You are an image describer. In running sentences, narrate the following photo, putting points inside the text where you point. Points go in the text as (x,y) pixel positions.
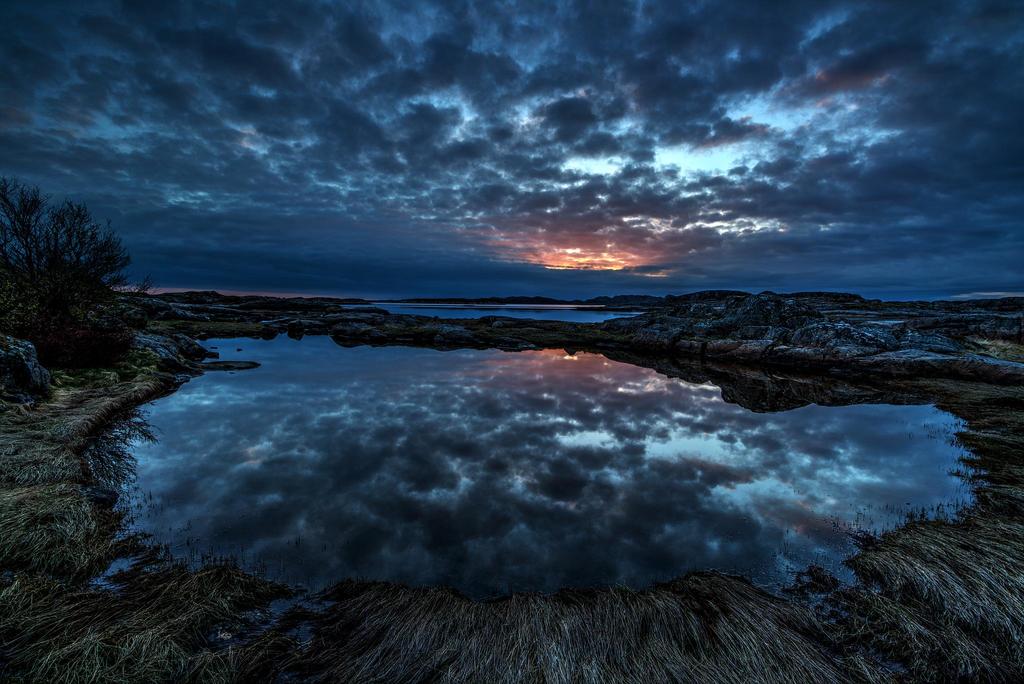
In this image I can see the grass (461,652), water (489,511) and the rock (735,334). On the left side (75,296) I can see a tree (94,282). In the background (458,216), I can see the clouds (531,179) in the sky (422,169).
